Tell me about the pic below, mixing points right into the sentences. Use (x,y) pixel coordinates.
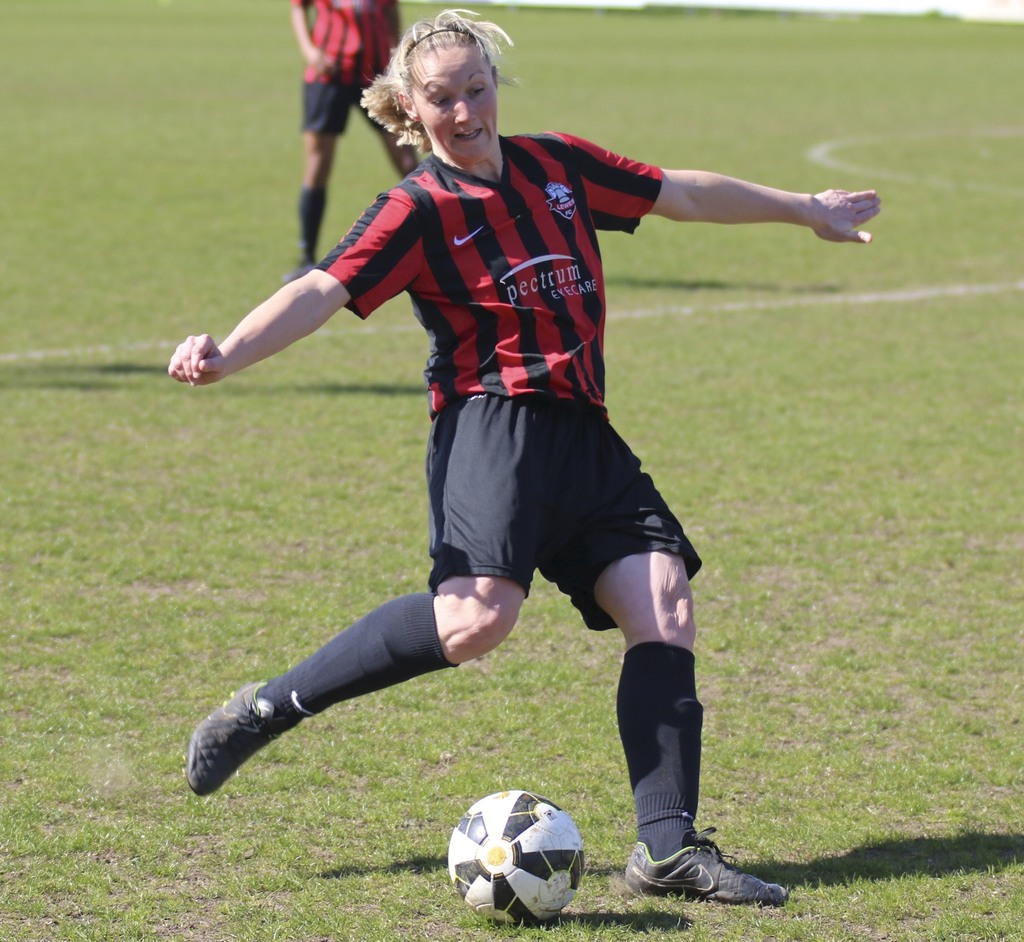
This woman (525,233) is running as there is a leg movement. In-front of this woman (515,522) there is a ball (484,865) on grass (430,877). Far a person (337,119) is standing.
